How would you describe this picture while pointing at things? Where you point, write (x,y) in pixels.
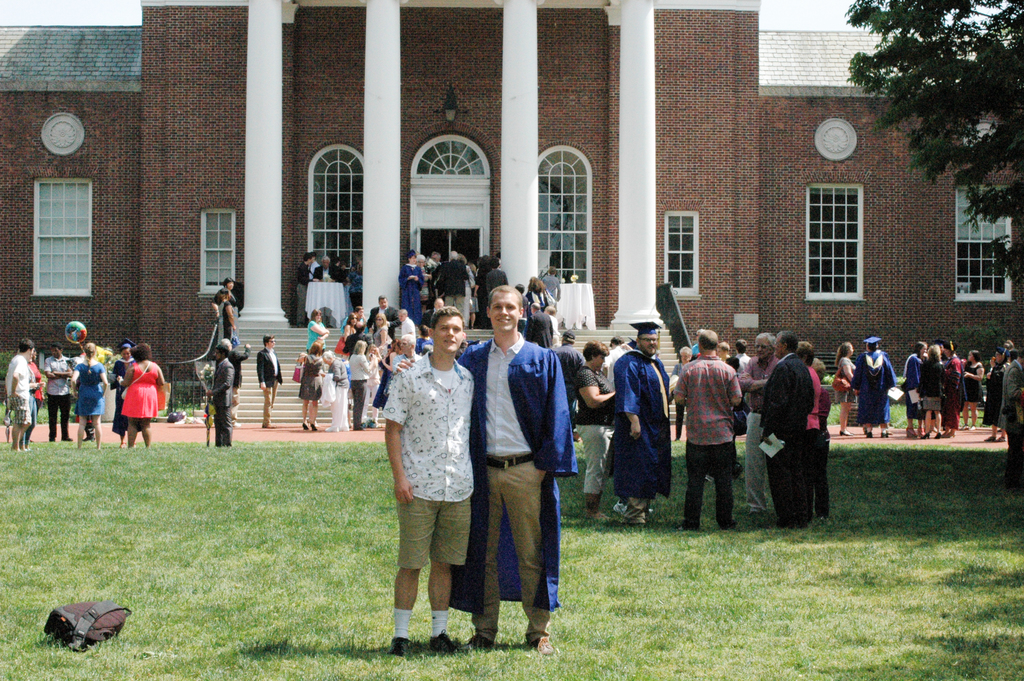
In this image we can see two persons (411,412) are standing on the ground (381,583), at the back (587,437), here are the group of people (549,316) standing, here is the grass (884,484), here is the tree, here is the staircase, here is the building (500,191), here is the gate (462,240), here is the window (313,196), here is the pillar (246,169).
